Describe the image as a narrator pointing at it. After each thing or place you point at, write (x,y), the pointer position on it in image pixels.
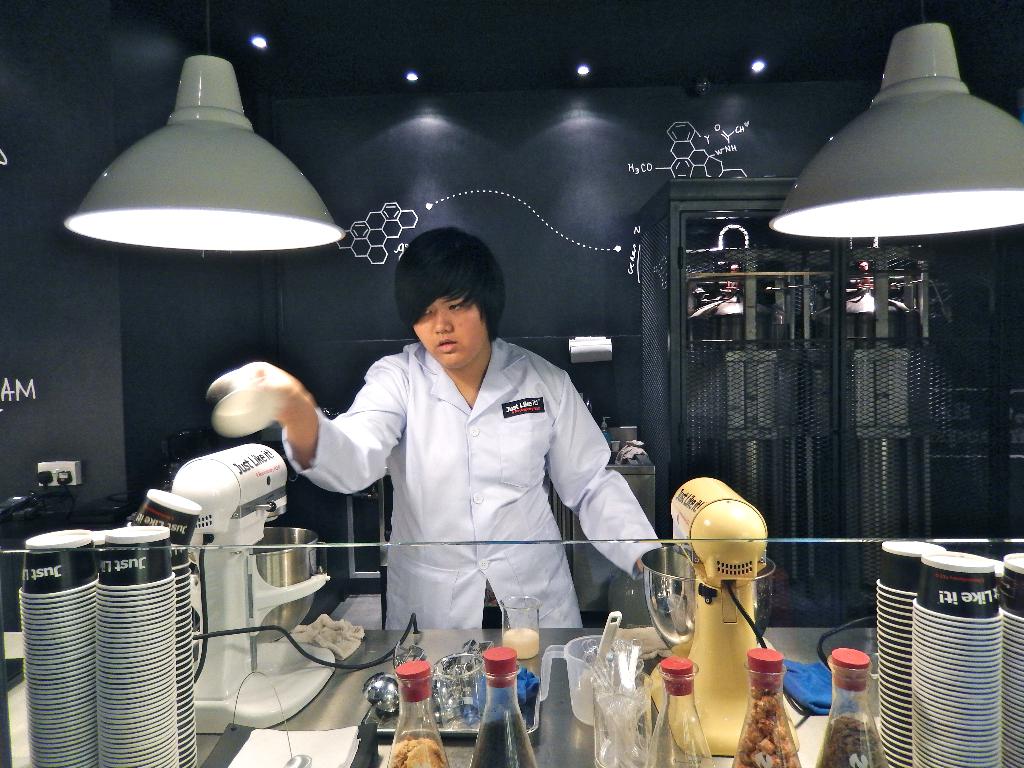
In this image I can see the person (486,370) is holding something. I can see few bottles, cups (144,517), spoons (621,662), mixers (647,562) and few objects (538,602) on the table (15,708). In the background (675,269) I can see few cylinders (708,387), few objects (675,432) and the black and white color wall (583,197).
